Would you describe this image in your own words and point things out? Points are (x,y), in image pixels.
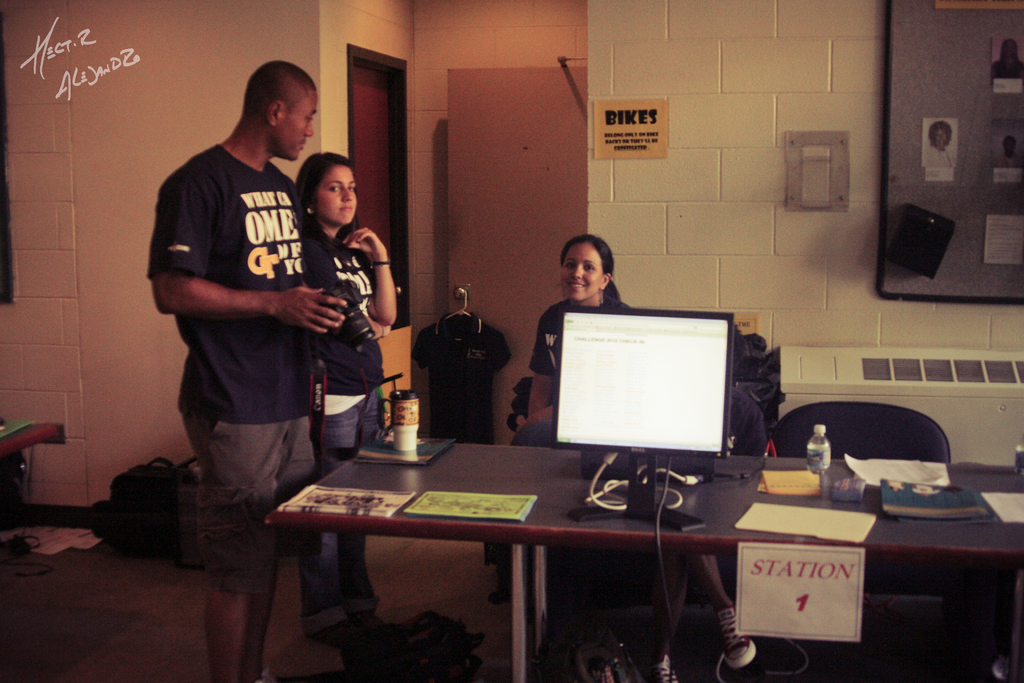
In this image i can see inside view of house (701,139) and on left side (291,334) i can see a man (284,346) wearing a black shirt (225,247), he is standing near to the bench (343,481) beside another woman (354,279) standing on the floor (128,577). and she wearing a black color shirt (337,247) and she also standing near to the table (390,485) on the center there is a table (641,538), on the table (614,531) there is a system (616,395), bottle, book (894,490) and the paper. back side of the system (606,345) there is another woman (581,283). she is smiling. back side of her there is a hoarding board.
